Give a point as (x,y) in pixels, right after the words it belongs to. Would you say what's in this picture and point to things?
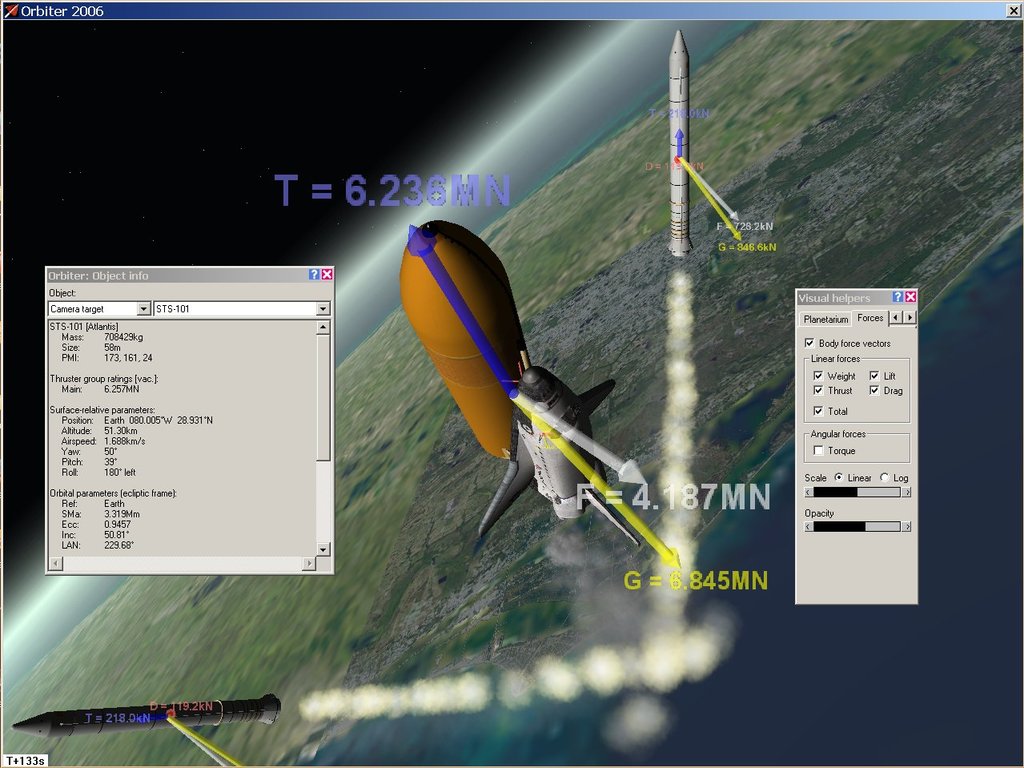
In this image I can see three rockets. They are in different color. Back Side I can see earth (439,520).
